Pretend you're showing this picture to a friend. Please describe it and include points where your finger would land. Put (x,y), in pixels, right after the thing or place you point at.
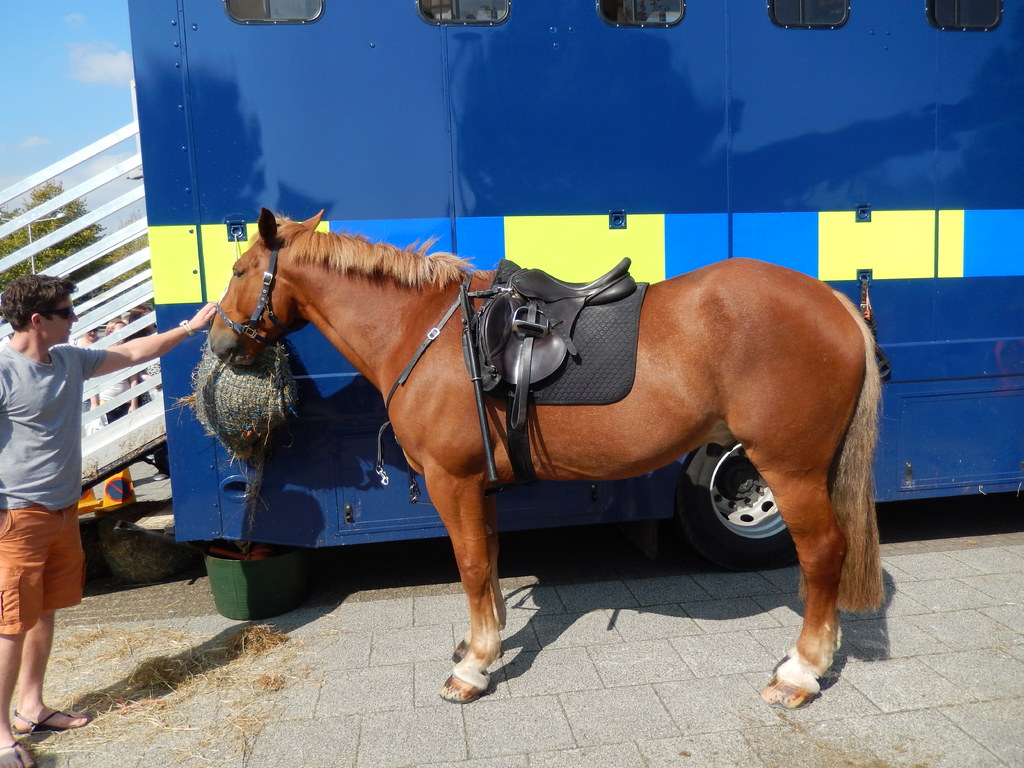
In this picture there is a horse (498,431) standing. On the left side of the image (35,331) there is a man (4,549) standing. At the back (893,116) there is a vehicle (864,77) and there is a staircase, behind the staircase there are group of people (125,396) and there are objects (108,510) and there is a tree (44,226) and pole (37,272). At the top (74,35) there is sky (87,78) and there are clouds (90,74). At the bottom (474,744) there is a floor (420,753) and there is grass (148,689) and there is an object (232,560).
